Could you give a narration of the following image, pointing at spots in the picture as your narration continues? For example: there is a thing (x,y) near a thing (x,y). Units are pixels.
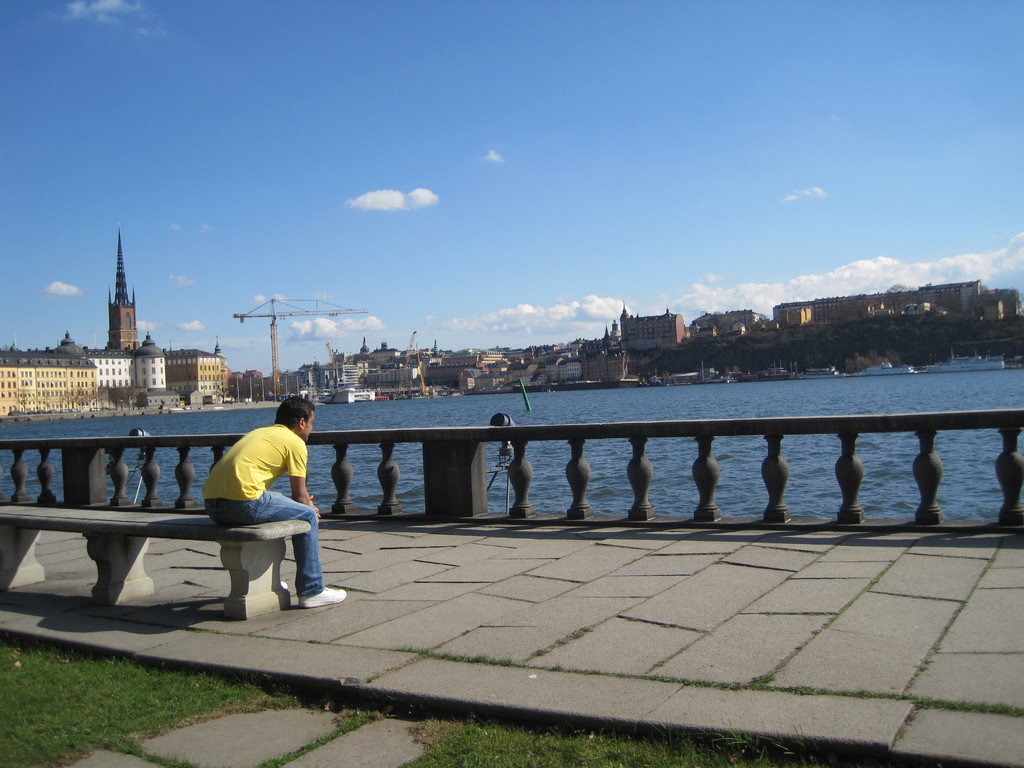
In this image there is a man (250,508) sitting in bench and in back ground (442,398) there is water (785,390), road (735,610), building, tree (825,351), sky (6,138) with some clouds (834,289).
